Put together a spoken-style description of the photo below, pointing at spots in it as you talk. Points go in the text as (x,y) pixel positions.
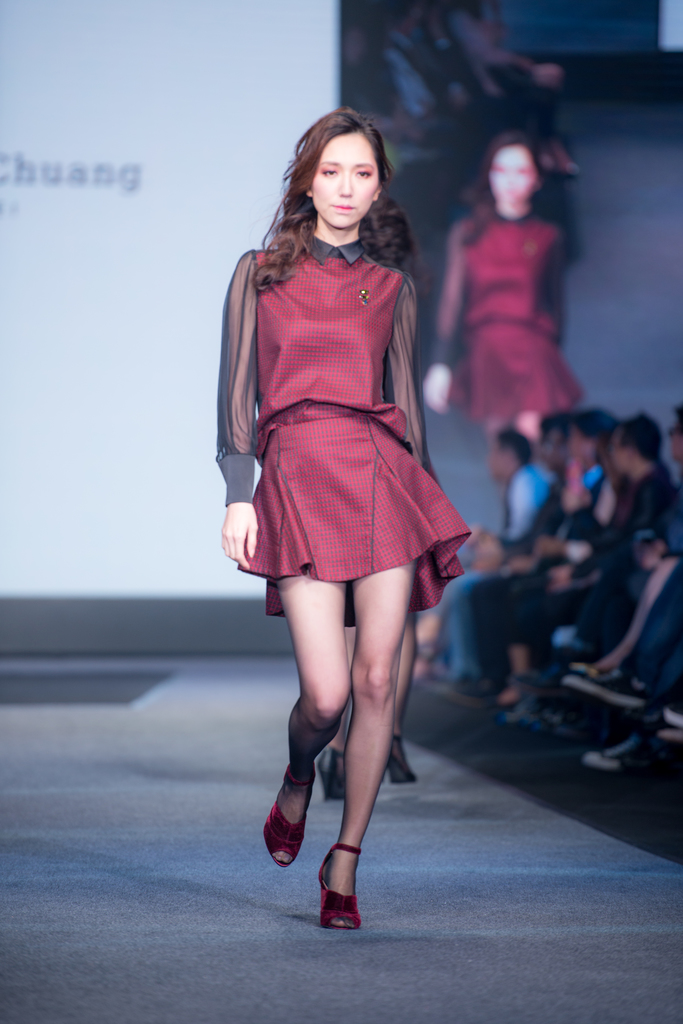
In this picture, we see the woman (326,321) in the maroon dress (365,464) is walking. On the right side (561,433), we see the people (576,473) are sitting on the chairs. On the left side (82,184), we see a white color board (193,368) or a banner (140,233) with some text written on it. In the background (376,121), we see a screen (605,230) which is displaying the image of the woman (500,361). This picture is blurred in the background (491,347).
